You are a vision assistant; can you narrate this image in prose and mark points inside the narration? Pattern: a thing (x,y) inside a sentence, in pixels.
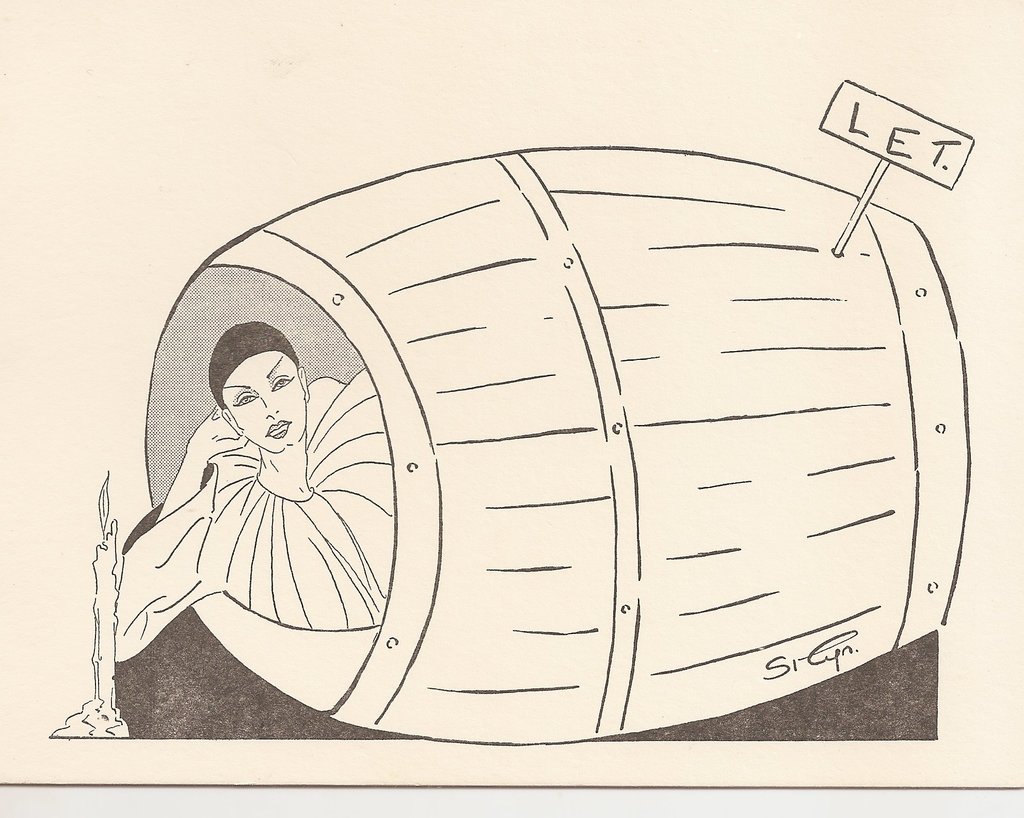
In this image there is one picture of women (314,486) as we can see at left side of this image (324,503) and there is a drum image (581,382) in middle of this image (547,322) and there is a picture of a candle (114,628) at left side of this image (102,660) and there is some text (881,135) written at top right corner of this image (886,144).
